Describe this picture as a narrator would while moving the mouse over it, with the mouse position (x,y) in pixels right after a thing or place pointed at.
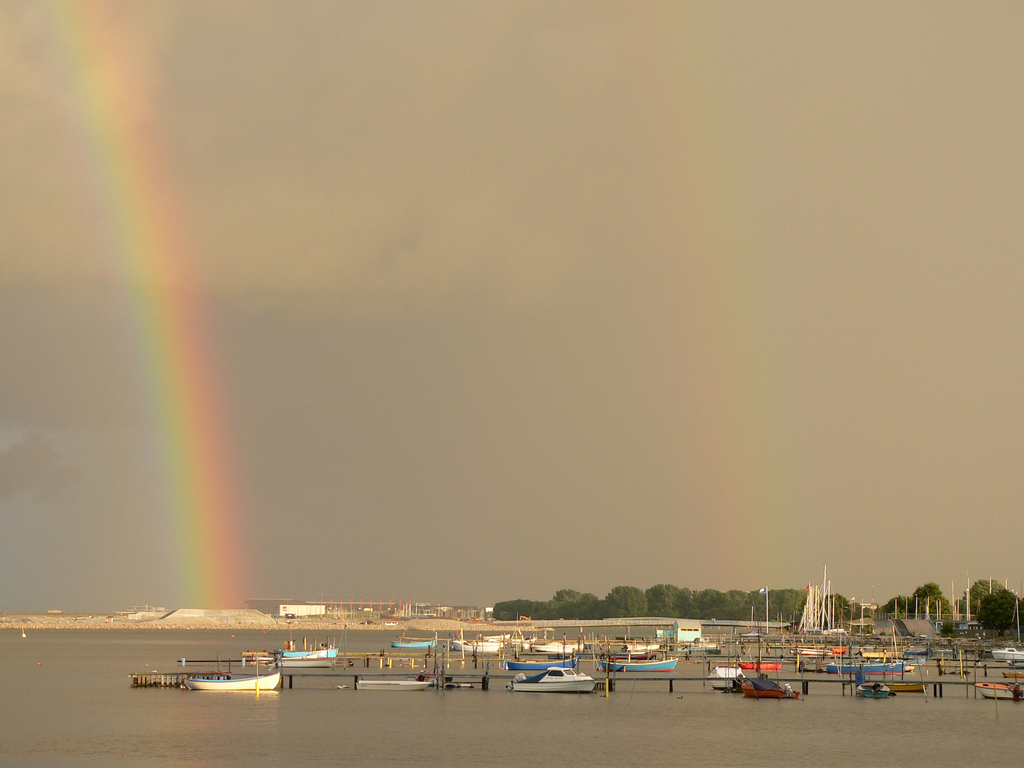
At the bottom of the image (291,745) there is water (248,737) and we can see boats (876,690) on the water (689,675). In the background (592,618) there are trees (582,616), buildings (278,606) and sky (399,496).
